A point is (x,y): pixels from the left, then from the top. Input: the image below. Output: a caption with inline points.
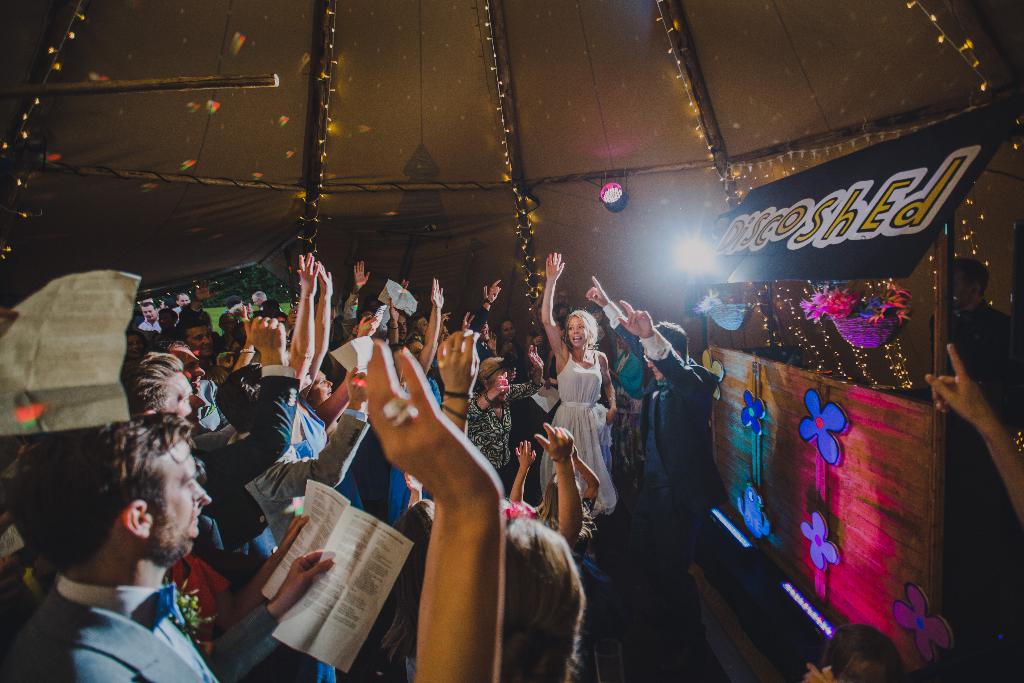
In this image we can see few persons (355,453) are standing in a shed (625,139), some of them are holding papers (345,357), there is a wooden stand (761,464), some plants (809,306) and artificial flowers (758,450) placed on it, also we can see some serial lights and a stick (201,86).
